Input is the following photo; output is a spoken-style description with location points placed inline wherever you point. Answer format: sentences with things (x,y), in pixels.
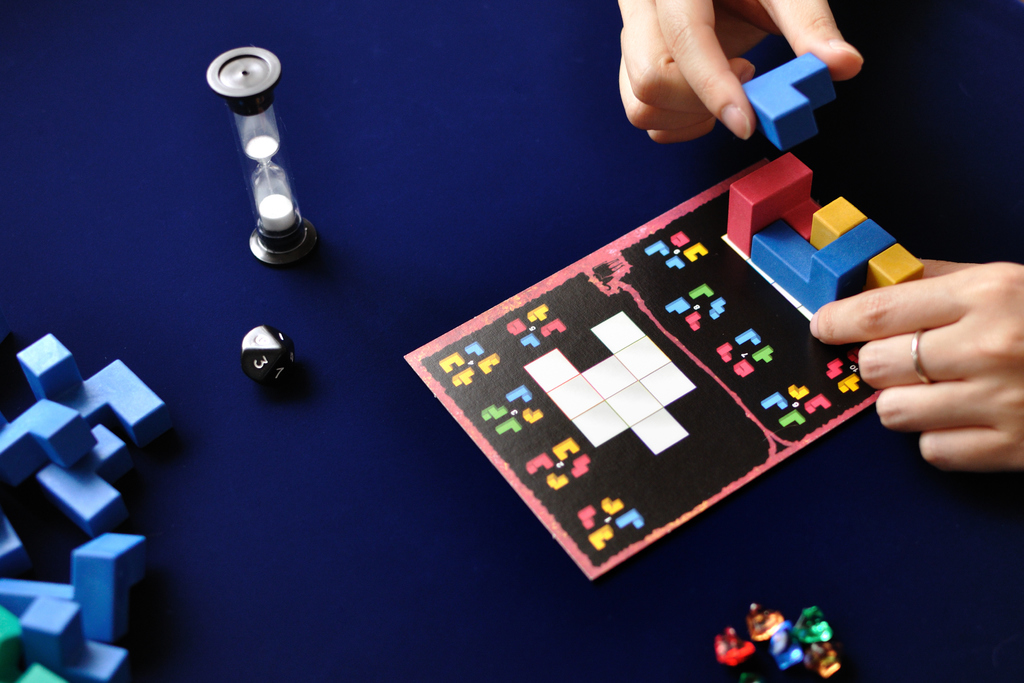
In this image, we can see few building blocks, board (682,455) and some toys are placed on the blue surface (462,604). Right side of the image (886,242), human hands (985,403) holding building blocks (835,216).
